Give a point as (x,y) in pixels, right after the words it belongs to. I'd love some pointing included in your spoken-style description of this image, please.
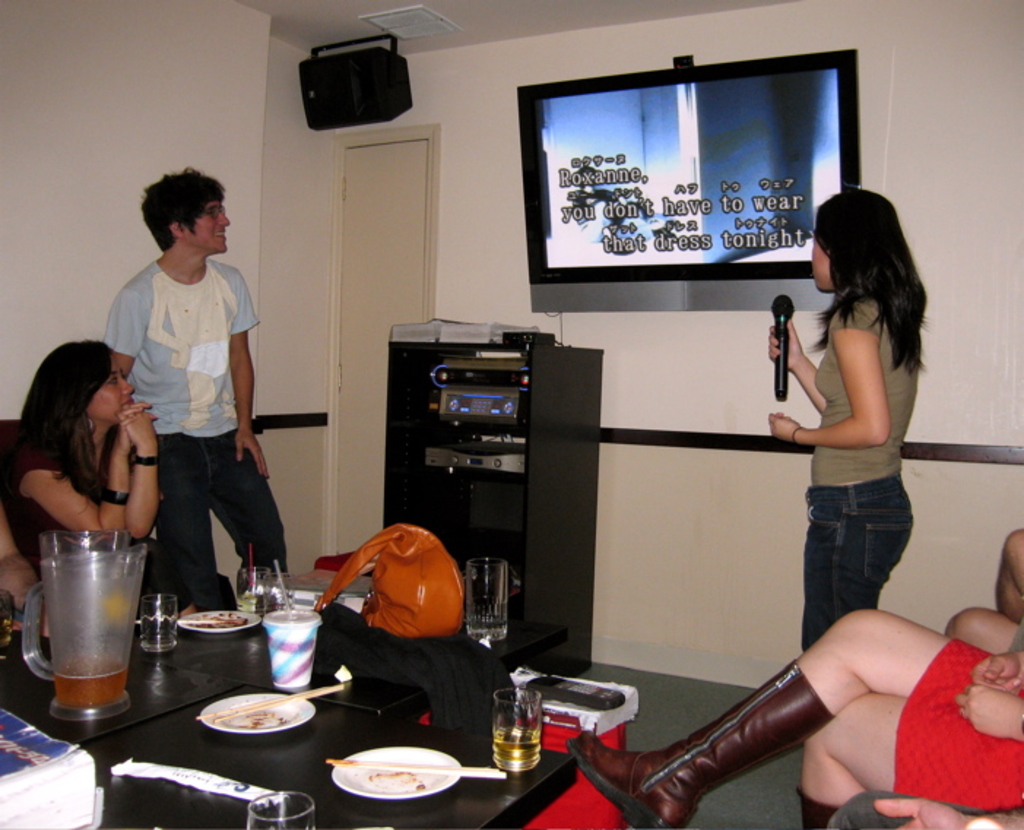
In this image I can see few people (872,218) where few are standing and rest are sitting. Here I can see she is holding a mic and a smile (222,238) on his face (214,248). On this table (382,738) I can see a bag (412,637), few plates (364,772), few glasses (496,730), a phone (588,705) and a jar (67,668). In the background (539,238) I can see a screen (657,99) and a speaker (327,86).
